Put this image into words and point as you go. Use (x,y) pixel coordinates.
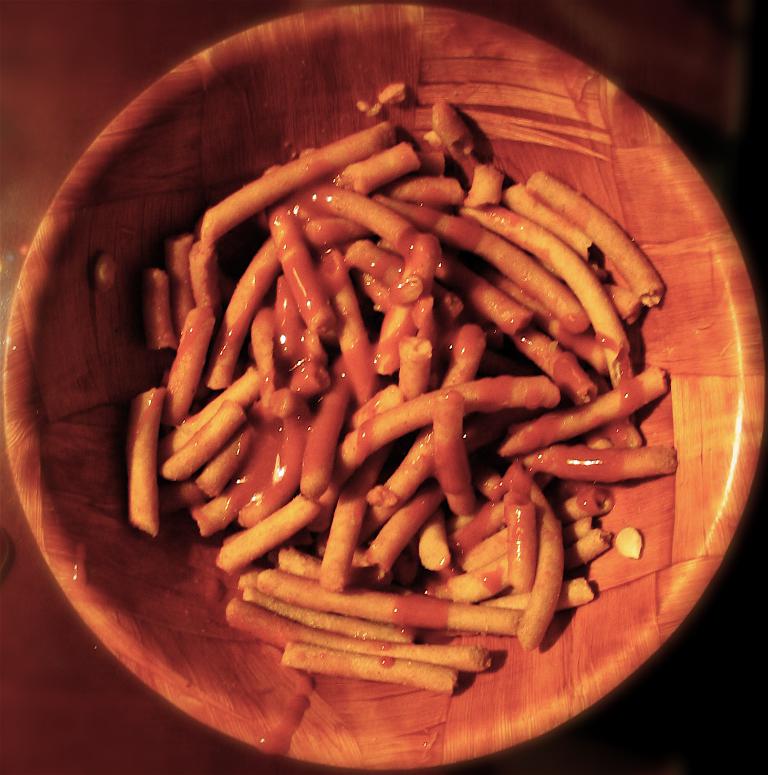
Here I can see a bowl (704,419) which consists of some food item (396,260). This bowl (547,171) is placed on a wooden surface (74,667).
